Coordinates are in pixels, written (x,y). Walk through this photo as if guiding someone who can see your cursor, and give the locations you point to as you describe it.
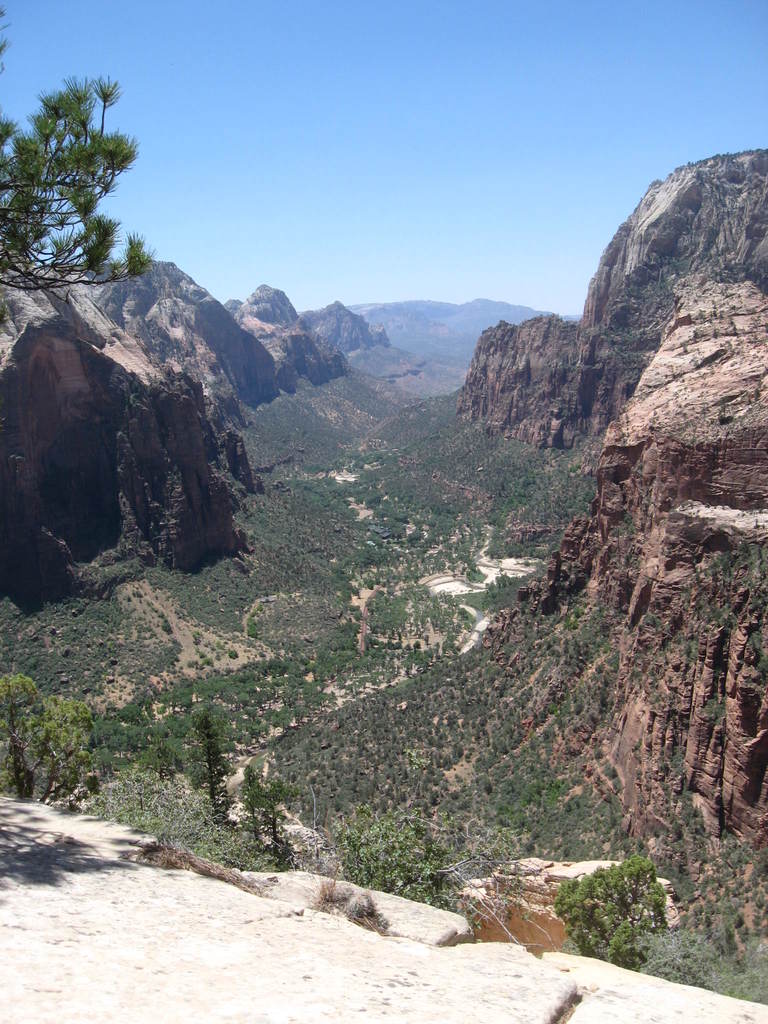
In this image we can see the mountains (47,382), trees (451,560), grass (343,744) and the sky (409,201).
